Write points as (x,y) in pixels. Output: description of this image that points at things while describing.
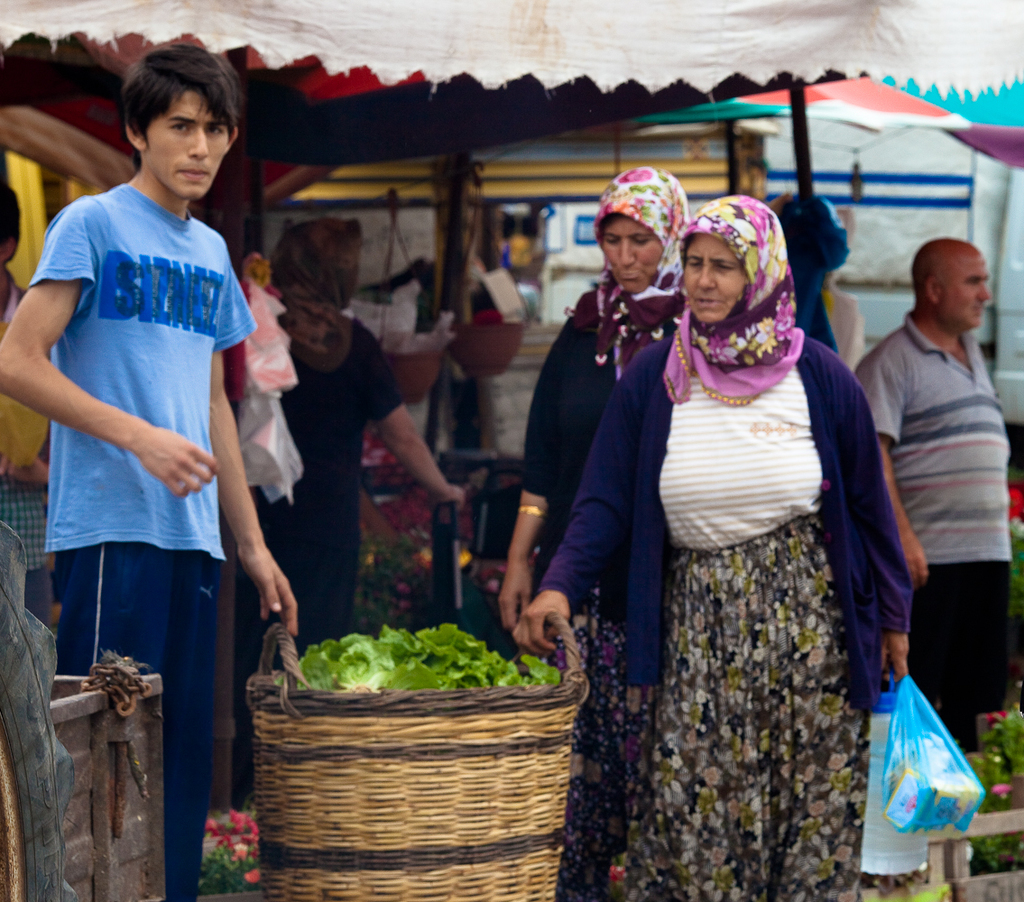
There are many people (424,439). Some are wearing scarf (635,308). Lady (696,490) in the front (796,660) is holding packets (915,755). Near to her there is a basket (409,722) with leaves (439,655). In the background (451,101) there are tents (508,104). Also there are many flowering plants (248,834).
